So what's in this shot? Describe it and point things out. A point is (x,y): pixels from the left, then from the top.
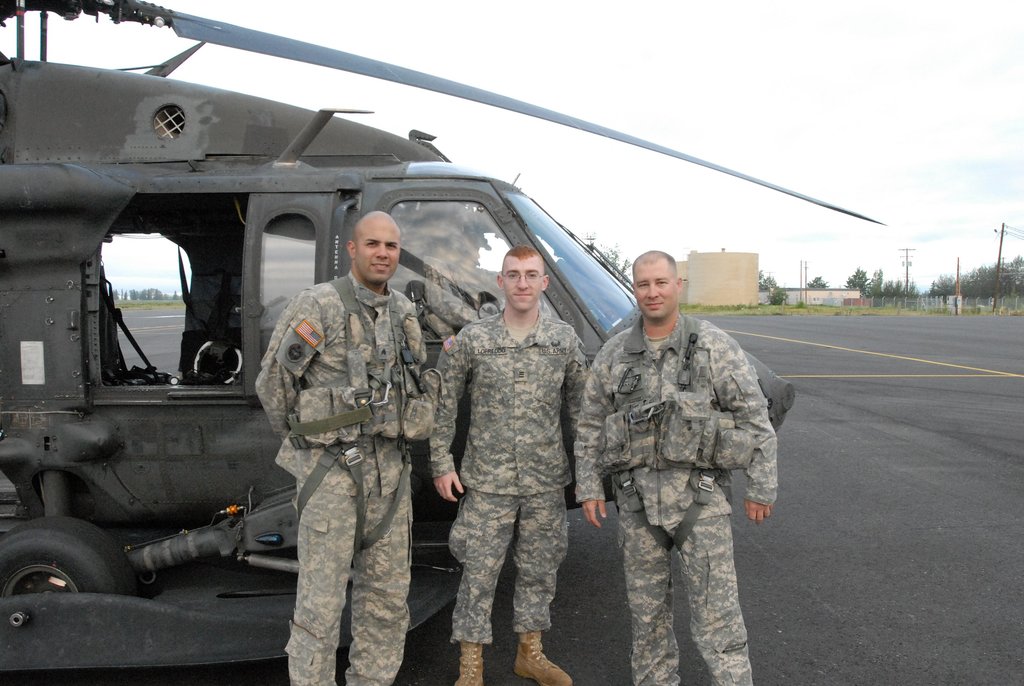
In this picture I can see there are three people (588,483) standing and they are wearing army uniforms (487,464) and there is a helicopter (79,403) behind them, it has a cabin (451,215) wings (120,5). In the backdrop (887,291) there are trees (861,275) and the sky (804,243) is cloudy.
